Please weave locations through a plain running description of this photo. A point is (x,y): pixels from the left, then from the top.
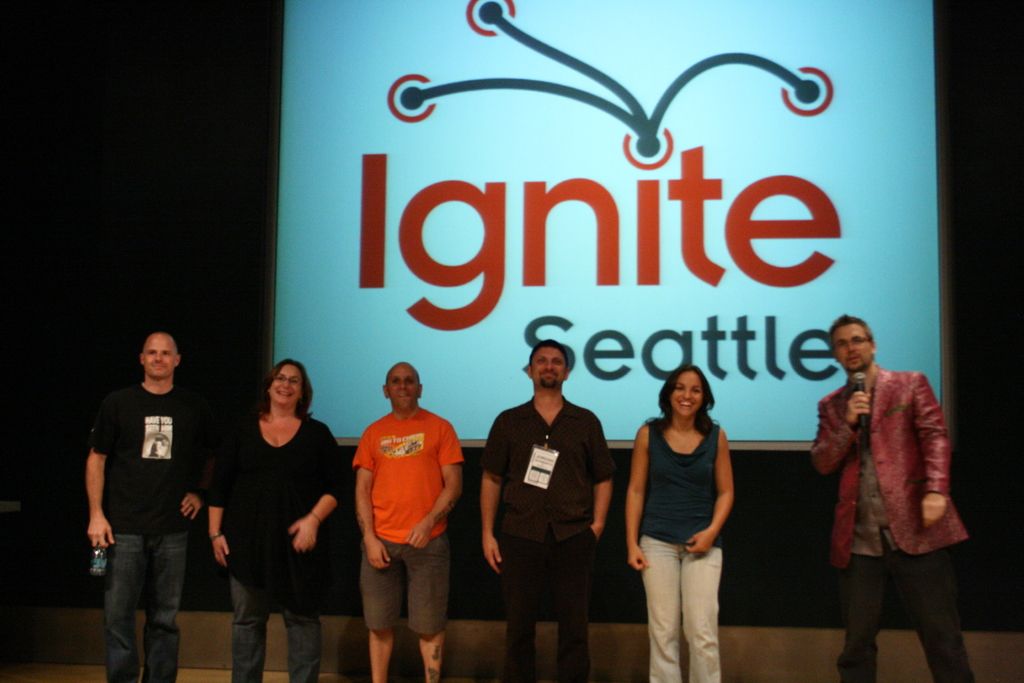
There are some people (545,531) standing. Person (855,473) on the right (890,463) is holding a mic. Person (148,488) on the left (128,502) is holding a bottle (105,556). And a person (523,478) is wearing a tag (532,468). In the back (419,188) there is a screen (567,162) with something written.
